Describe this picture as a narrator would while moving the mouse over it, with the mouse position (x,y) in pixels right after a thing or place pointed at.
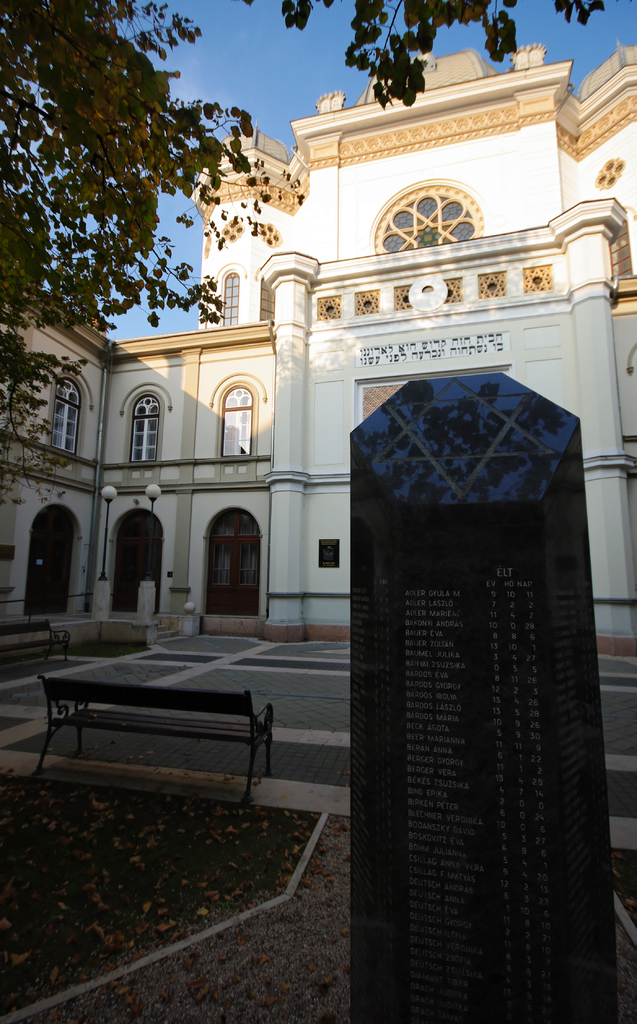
In this picture we can see a black color carved stone (541,831) in the front (546,697), there is some text (435,737) on the stone (464,603), at the left bottom (152,806) we can see grass (139,829), leaves (139,829) and a bench (105,726), on the left side (77,126) there is a tree (106,256), in the background (134,455) we can see a building (182,421), two poles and lights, there is the sky (332,9) at the top of the picture (330,26).
